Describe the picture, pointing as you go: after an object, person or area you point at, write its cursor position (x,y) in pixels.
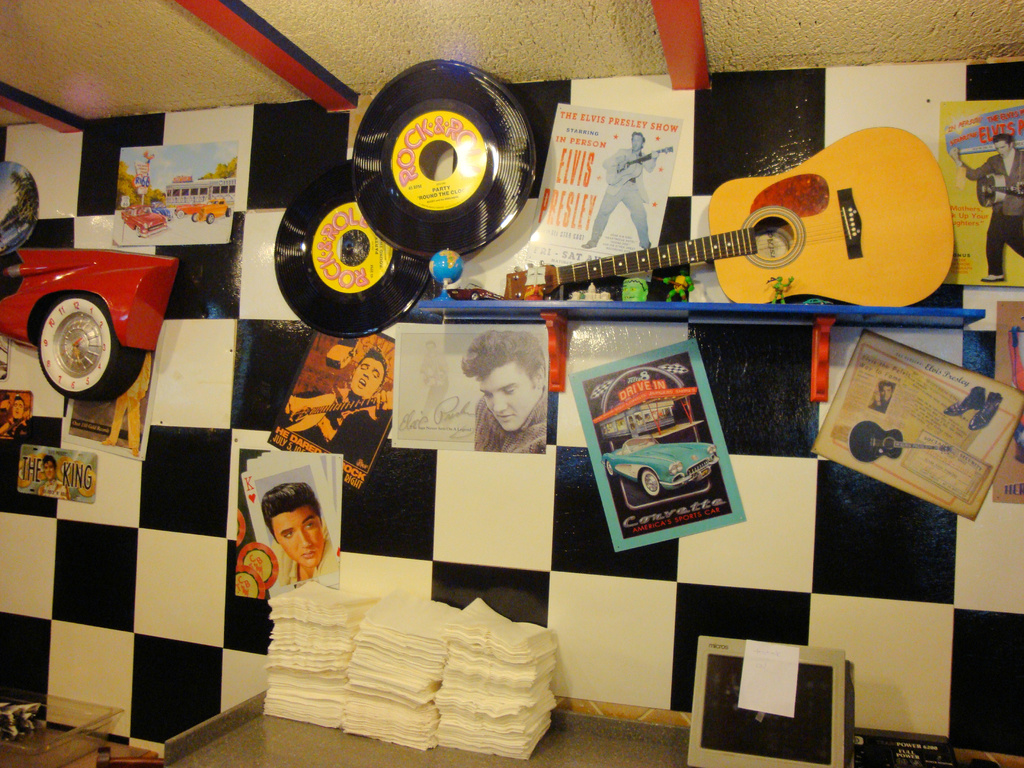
In this image I see few photos (12,214), a guitar (898,222) and 2 records (523,205) on the wall (1010,664) and I can also see that there are few tissues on the table (247,702).
